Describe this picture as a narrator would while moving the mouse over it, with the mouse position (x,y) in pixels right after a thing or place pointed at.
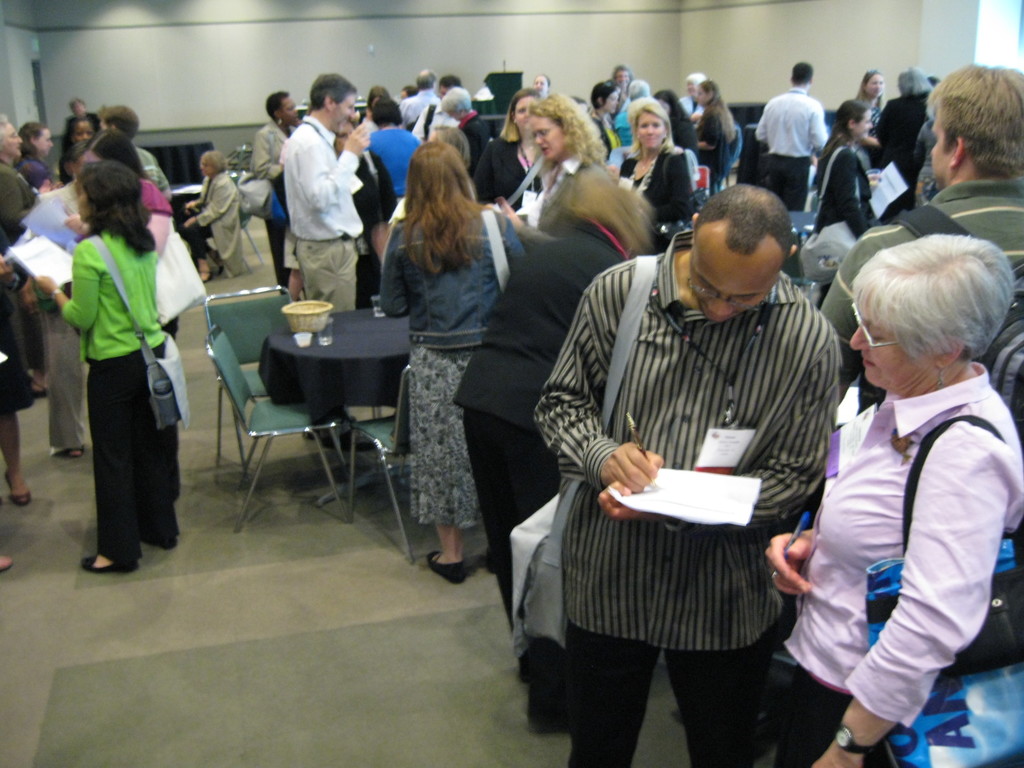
People (869,93) in groups (911,123) gathered around tables (353,385) are talking to each other.
